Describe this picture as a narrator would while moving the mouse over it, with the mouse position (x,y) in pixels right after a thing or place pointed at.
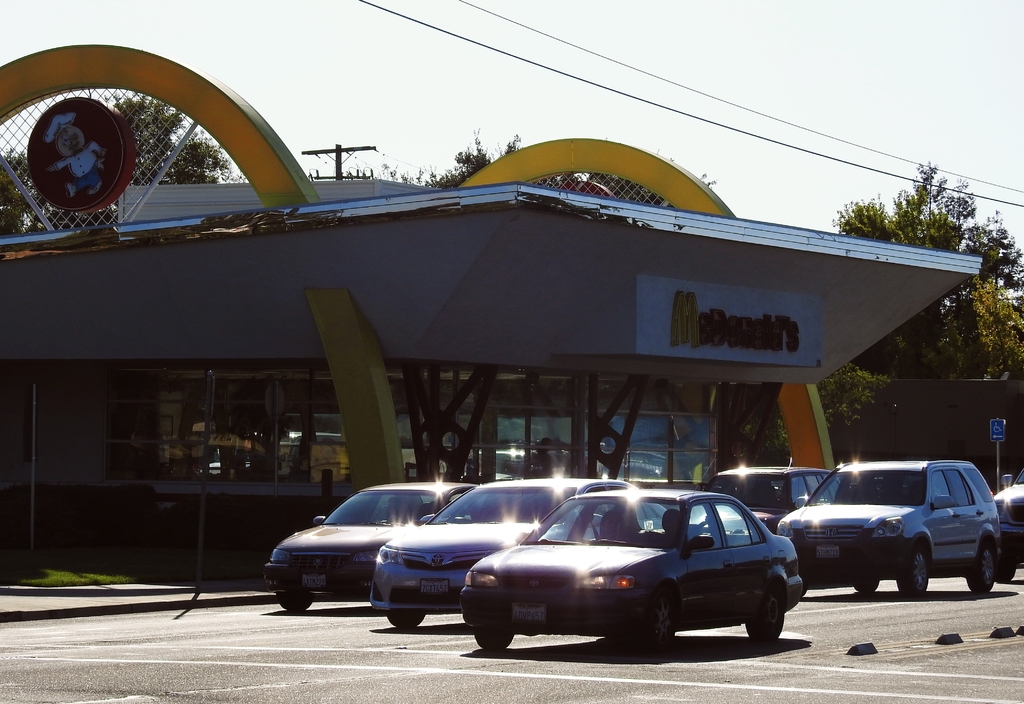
In this image we can see building (764,276), name board (698,318), mesh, electric pole (323,154), electric cables (917,164), sign board (71,172), motor vehicles (407,582) on the road (334,608) and ground (193,567).
